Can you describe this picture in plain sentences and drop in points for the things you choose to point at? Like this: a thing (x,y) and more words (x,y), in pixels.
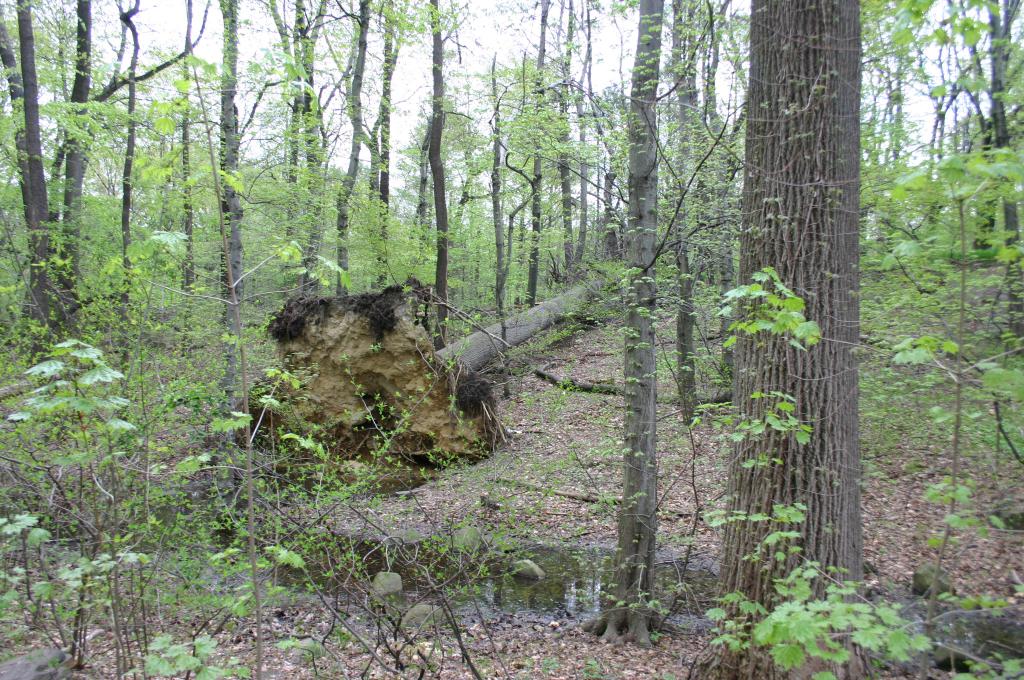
In this picture we can see few trees (427,286) and water (578,600).
